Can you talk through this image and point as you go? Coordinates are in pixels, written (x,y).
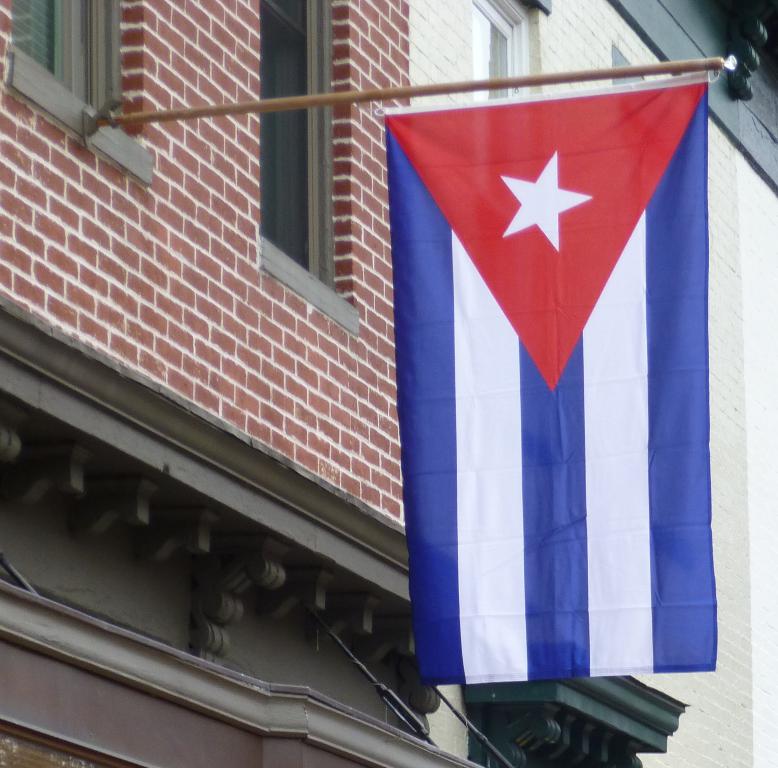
In this image we can see a building (292,397), flag (401,150) to the flag post (100,123) and windows (328,144).
